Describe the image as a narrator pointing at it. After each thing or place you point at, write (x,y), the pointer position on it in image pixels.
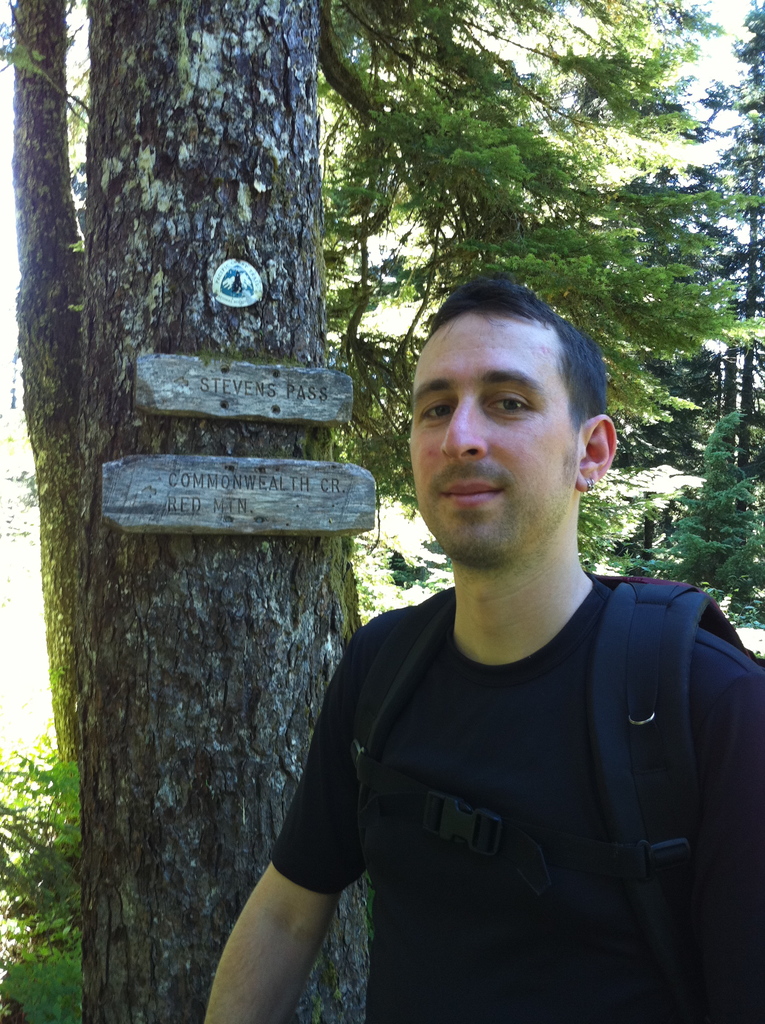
In this picture we can see a man (454,314) standing in front of a tree (351,325) and looking at someone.
